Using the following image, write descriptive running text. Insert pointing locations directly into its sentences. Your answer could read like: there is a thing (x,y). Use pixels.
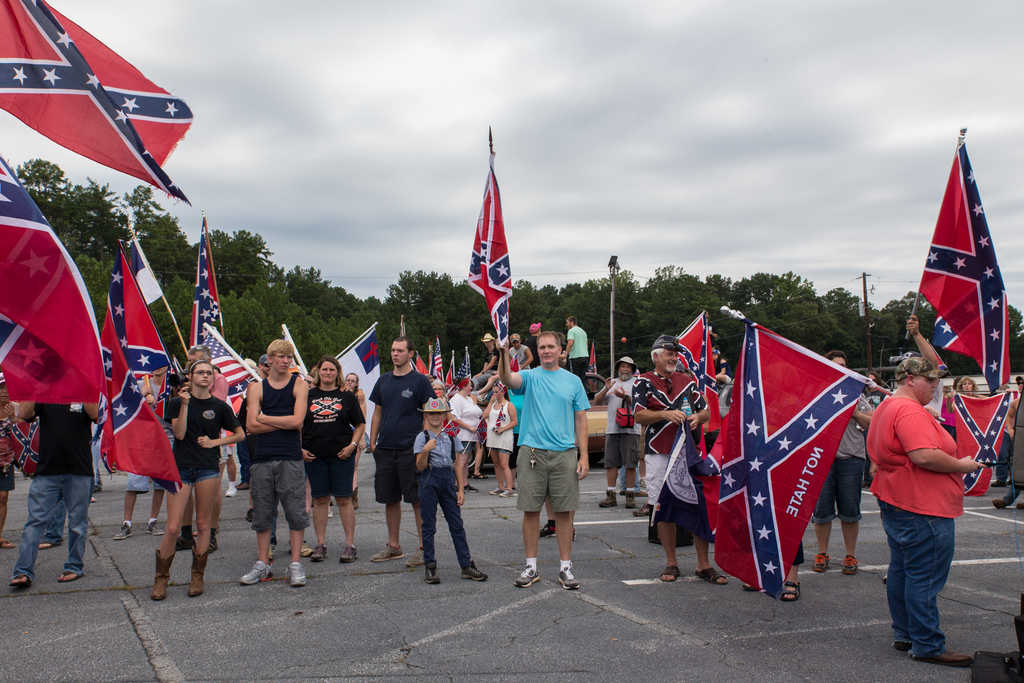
In this image I can see group of people (373,402) standing and few are holding flags (54,298). They are in blue, red and white color. Back I can see trees (609,298), poles (611,326) and wires (605,271). The sky (604,126) is in grey and white color.
